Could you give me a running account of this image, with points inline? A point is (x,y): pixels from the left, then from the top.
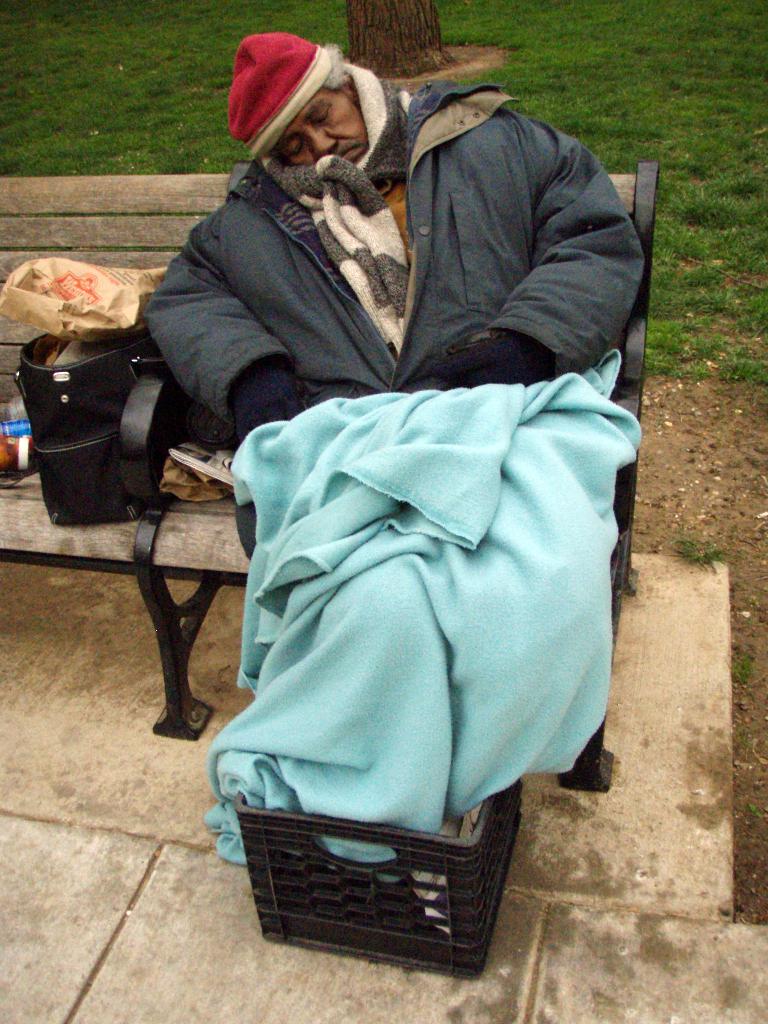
In the image there is a man (470,210) sleeping on a bench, he is wearing a jacket (324,297), a sweater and a cap (282,109) to his head (324,146) and there is a bag (76,372) beside him, behind the bench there is some grass (517,38) and there is a tree (423,30) in between the grass (517,67).
